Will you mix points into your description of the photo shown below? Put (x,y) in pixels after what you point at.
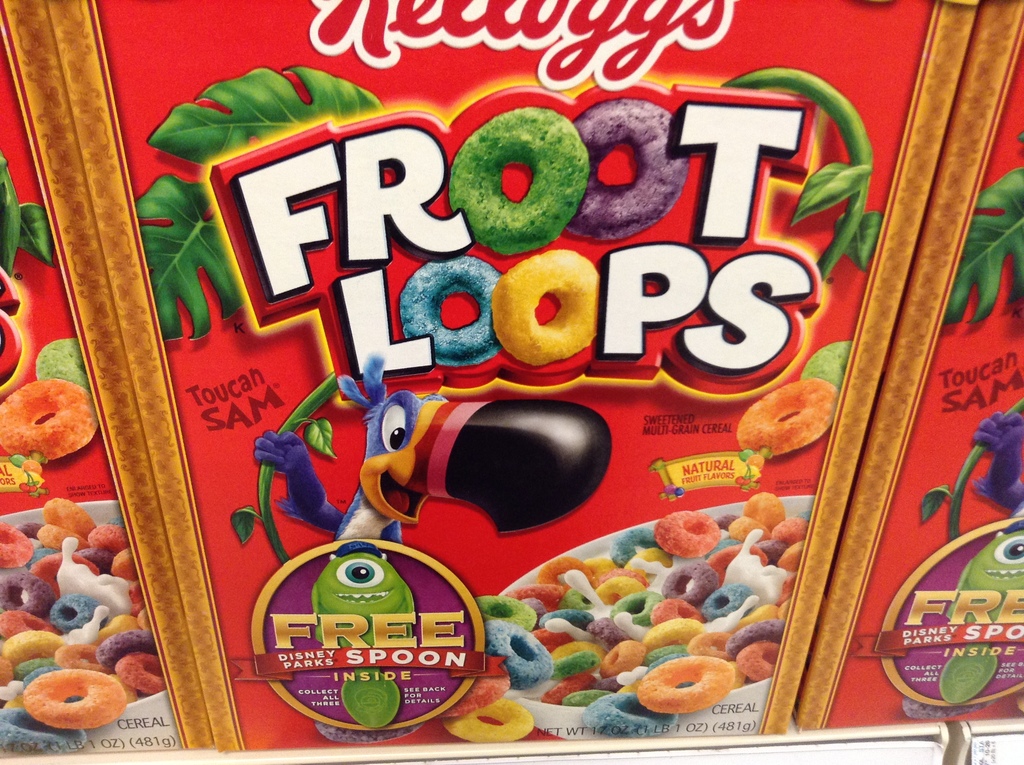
This image consists of a box (311,317). On that there are ''Froot loops'' written on it. There are some cartoons (359,512) on that.
